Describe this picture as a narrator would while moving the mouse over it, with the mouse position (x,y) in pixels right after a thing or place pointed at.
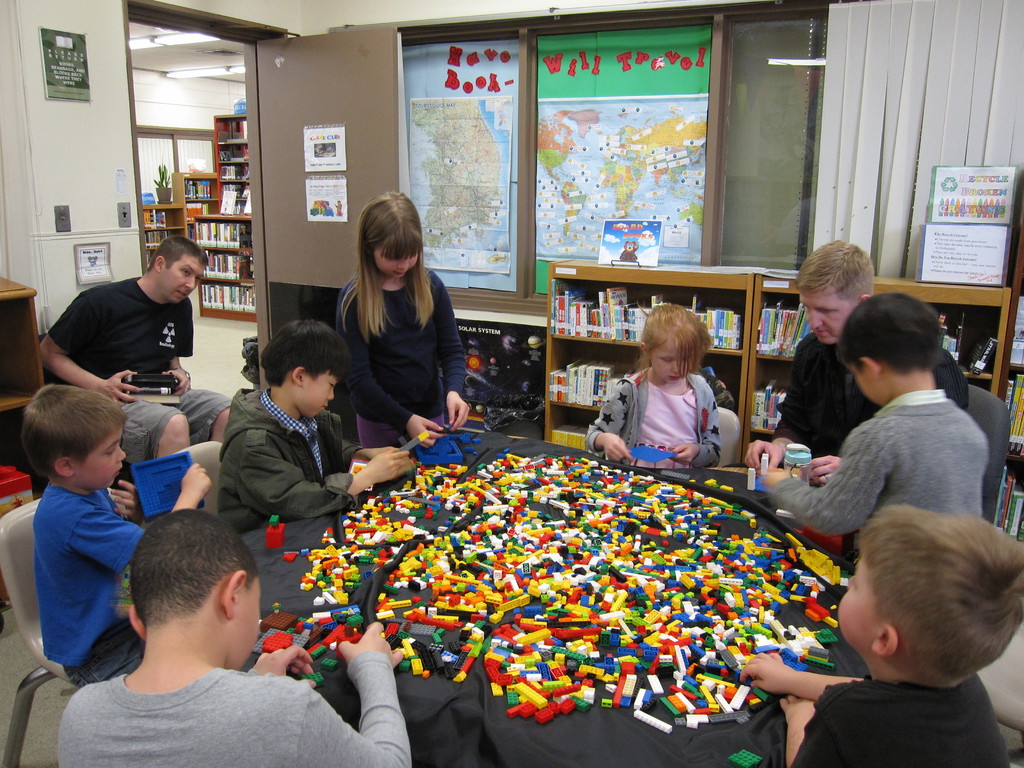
This picture is an inside view of a room (763,53). In the center of the image (612,507) we can see a table (519,598). On the table (497,573) we can see a cloth (450,751) and legos (504,564). Beside a table (551,443) we can see some persons (183,440) are sitting on the chairs (36,652). In the background of the image (103,152) we can see the wall (103,152), door (358,179), maps (647,149), curtain (855,152), racks (667,291). In racks (766,372) we can see the books (639,325). Through door (254,188) we can see the lights (194,75), roof (180,65), wall (188,84), racks (249,315), books (148,216), pot (170,192), plant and floor (222,349).
